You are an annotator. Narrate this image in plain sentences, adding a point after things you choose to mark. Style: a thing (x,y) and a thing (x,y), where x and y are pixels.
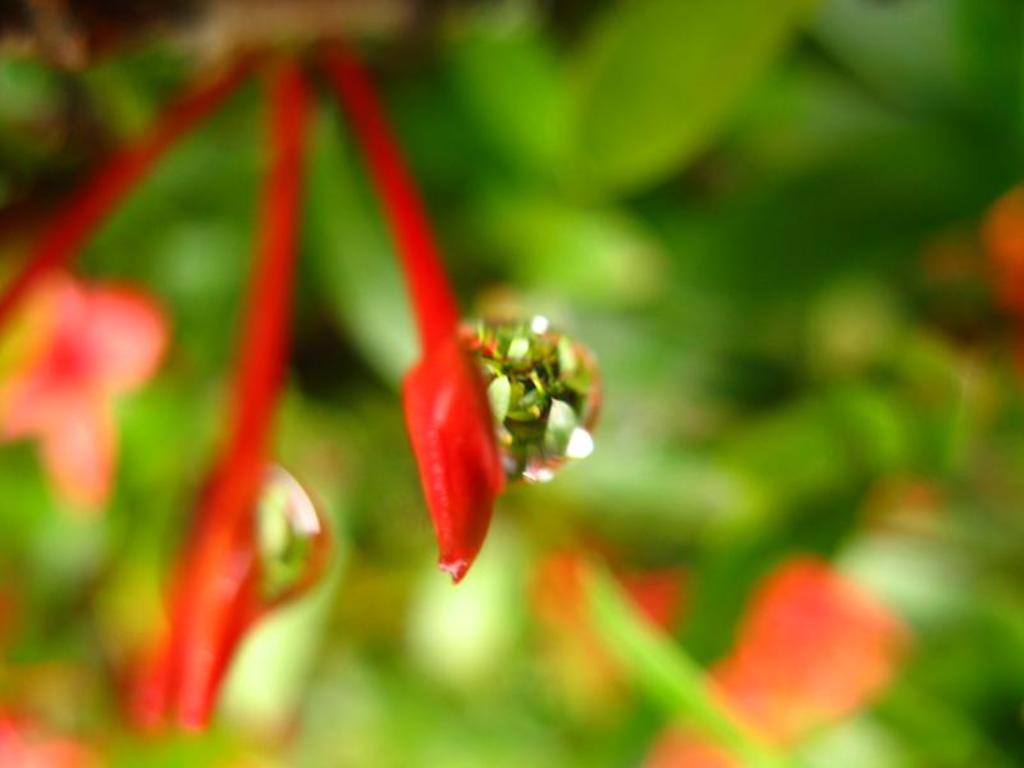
In the image we can see there are water drops (557,432) on the buds (443,431) of the plant (448,442) and background of the image (409,511) is blurred.
